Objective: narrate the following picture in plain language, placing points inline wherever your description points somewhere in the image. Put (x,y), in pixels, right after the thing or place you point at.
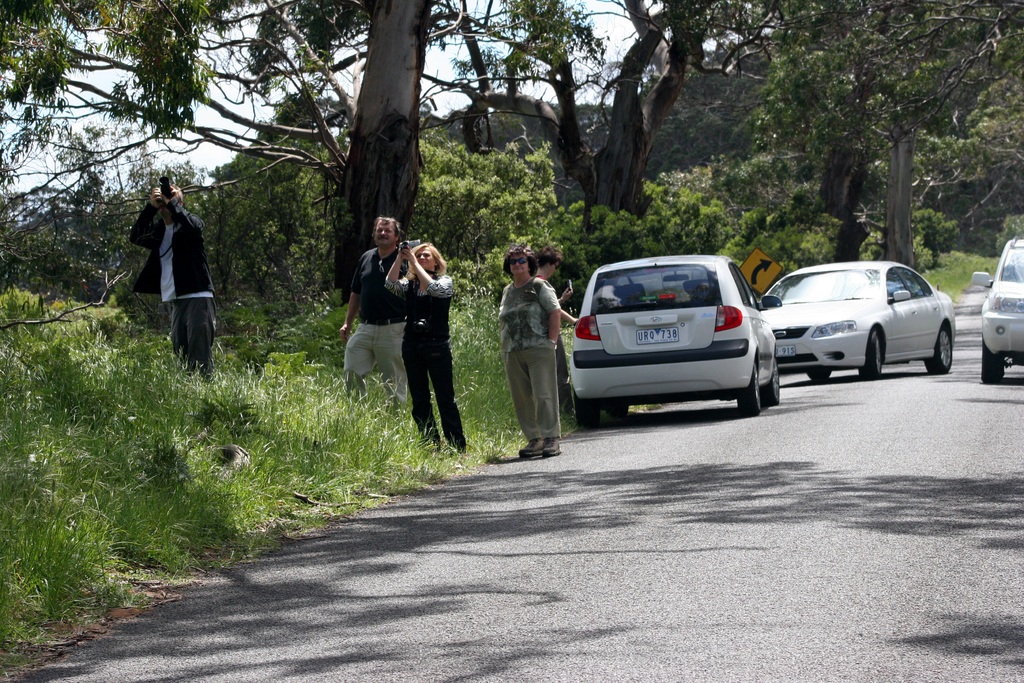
In this image, I can see three cars (745,329) on the road (787,422). There are few people (451,383) standing. I can see the trees (347,150) with branches (870,66) and leaves (801,263). This looks like a signboard (782,268). These are the plants (194,475). I can see two people (171,223) holding the cameras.
